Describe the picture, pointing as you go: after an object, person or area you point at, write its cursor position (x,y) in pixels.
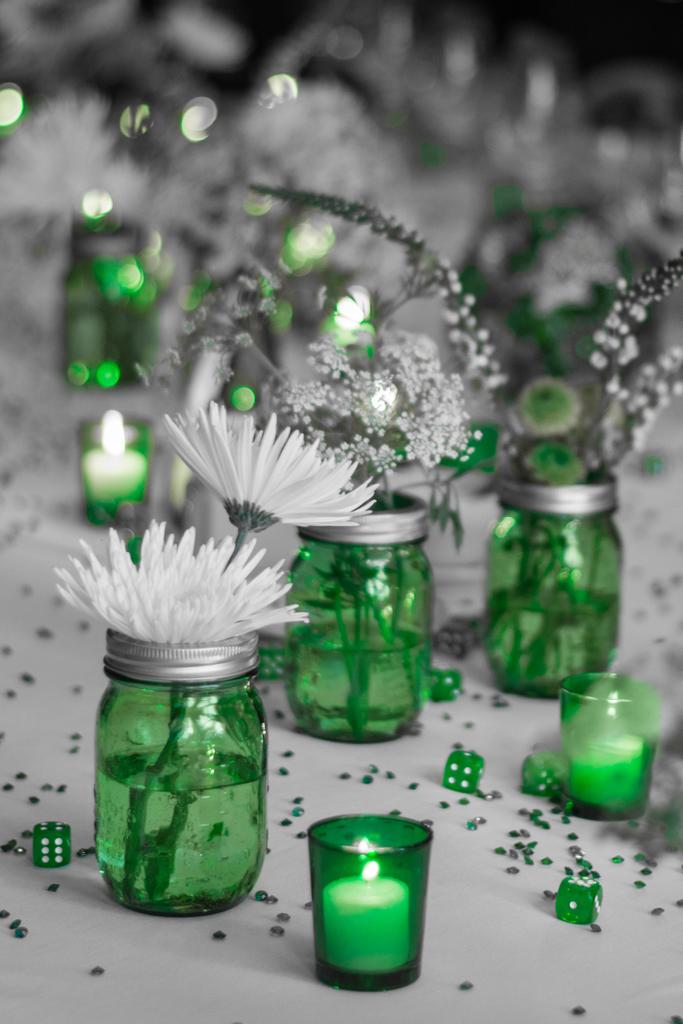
in this picture we can see the some of the glasses (409,839) in that glasses (357,937) candles (372,909) are present some bottles (211,729) are over here in that different types of flowers (334,405) are arranged here in that bottle (357,677) we have some water (349,680) in this picture we can see stones (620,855) and dice (464,777) are present.
